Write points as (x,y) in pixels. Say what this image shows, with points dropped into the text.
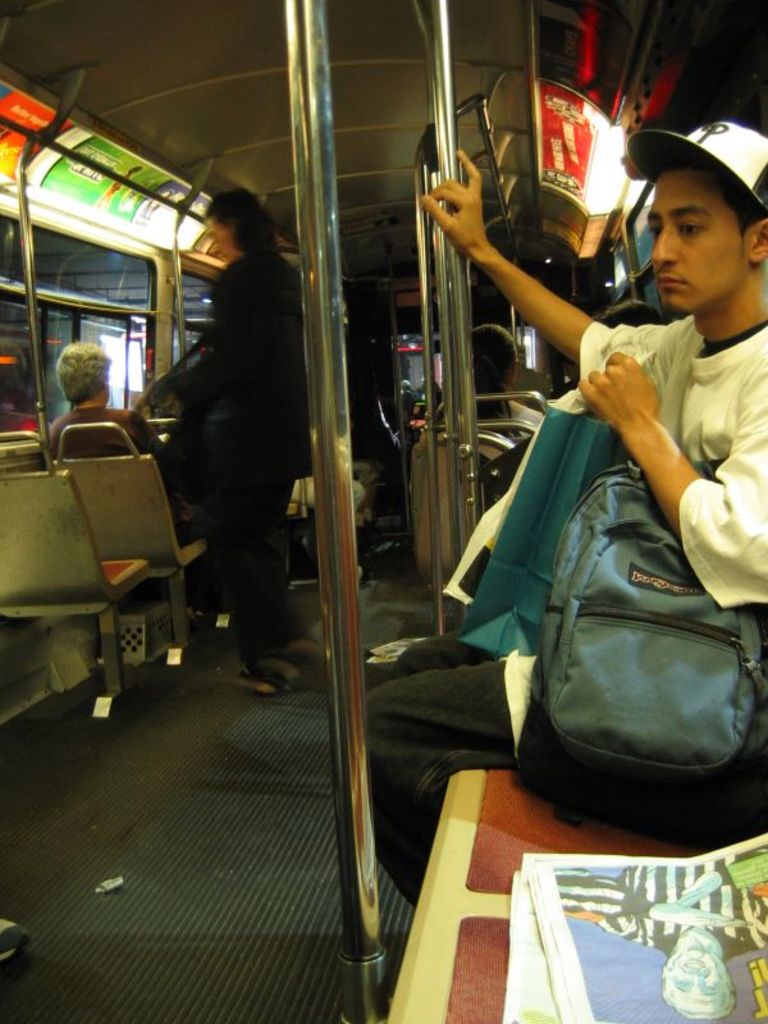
This picture describes about group of people (459,646), they are all in the vehicle (463,425), few are seated and few are standing, on the right side of the image (657,381) we can see a man (742,181), he wore a cap (726,135), beside to him we can see few papers (757,839) and a bag (587,583), also we can see few metal rods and lights (582,103).
